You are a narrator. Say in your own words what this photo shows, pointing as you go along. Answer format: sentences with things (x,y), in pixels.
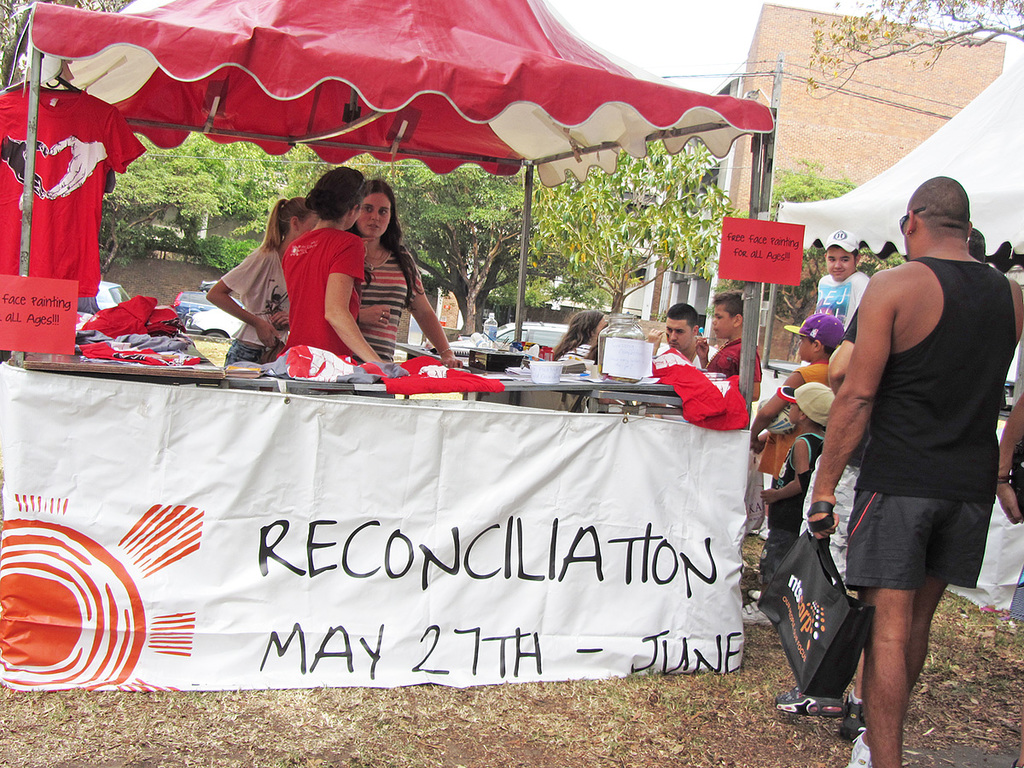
In the foreground (591,408) I can see a stall (403,418), board (529,479) and a crowd (854,538) on the ground (362,719). In the background (592,174) I can see trees (567,186), buildings (775,189). On the top (715,67) I can see the sky (718,49). This image is taken during a day on the ground (85,697).
